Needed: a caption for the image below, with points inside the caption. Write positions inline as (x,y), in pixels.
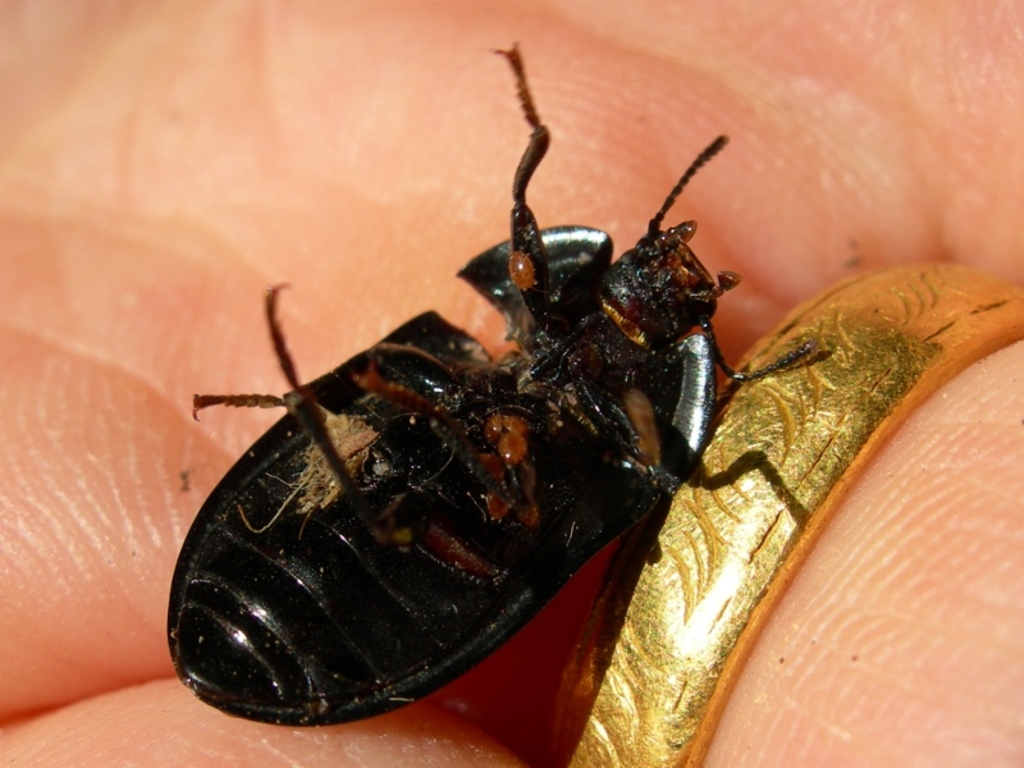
In this image I can see an insect (370,491) which is in black and brown color. It is on the person's hand (195,381). I can see the gold color ring (672,571) to the finger (547,631).
